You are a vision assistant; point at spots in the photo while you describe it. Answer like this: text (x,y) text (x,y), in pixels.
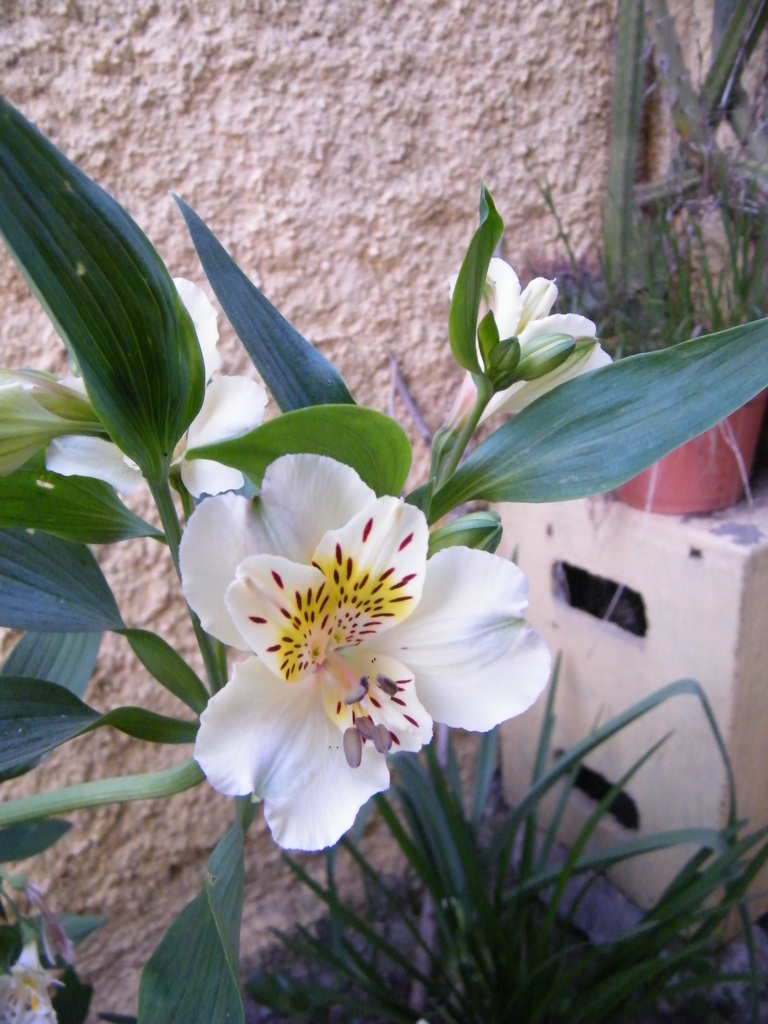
At the bottom of this image (174,732), there is a plant (281,751) having white color flowers (252,761) and green color leaves (248,305). On the right side (699,947), there is a plant (615,957) and there is a potted plant (710,482) on a platform (689,518). In the background (324,62), there is a wall (375,75).
